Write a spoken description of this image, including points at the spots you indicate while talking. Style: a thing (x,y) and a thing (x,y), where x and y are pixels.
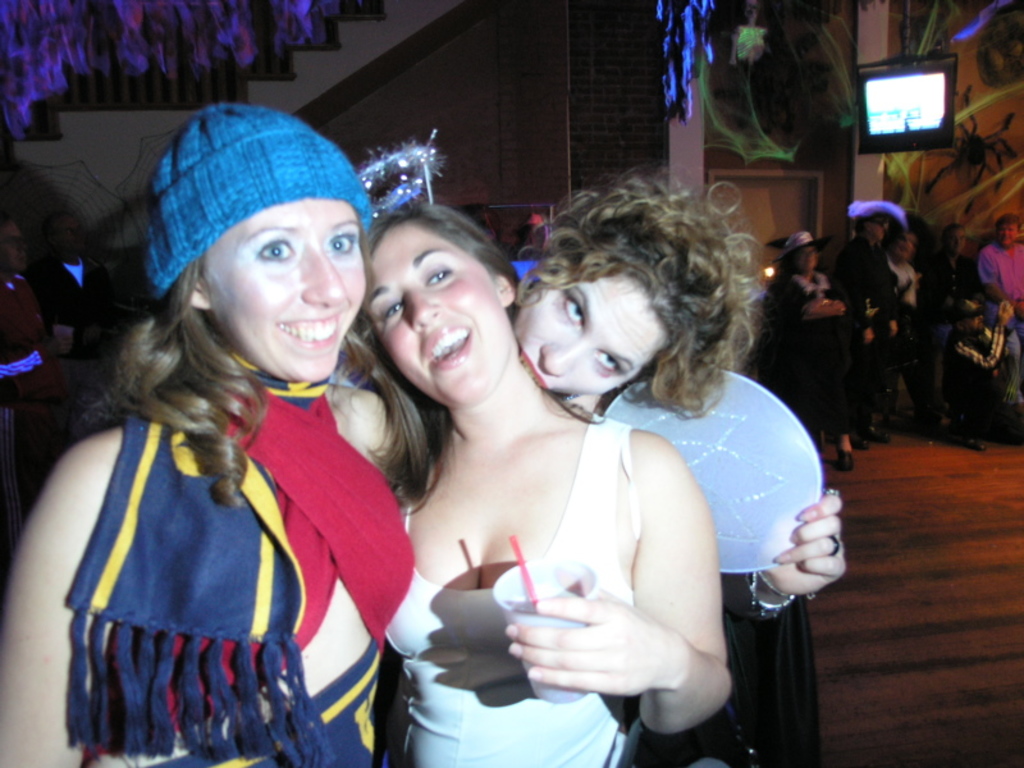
In the picture it looks like some party and there are three women (571,430) in the foreground (580,631), behind them there are some other people (874,277) and in the background (341,62) there are stairs (253,84), under the stairs (418,27) there is a wall (493,69).
